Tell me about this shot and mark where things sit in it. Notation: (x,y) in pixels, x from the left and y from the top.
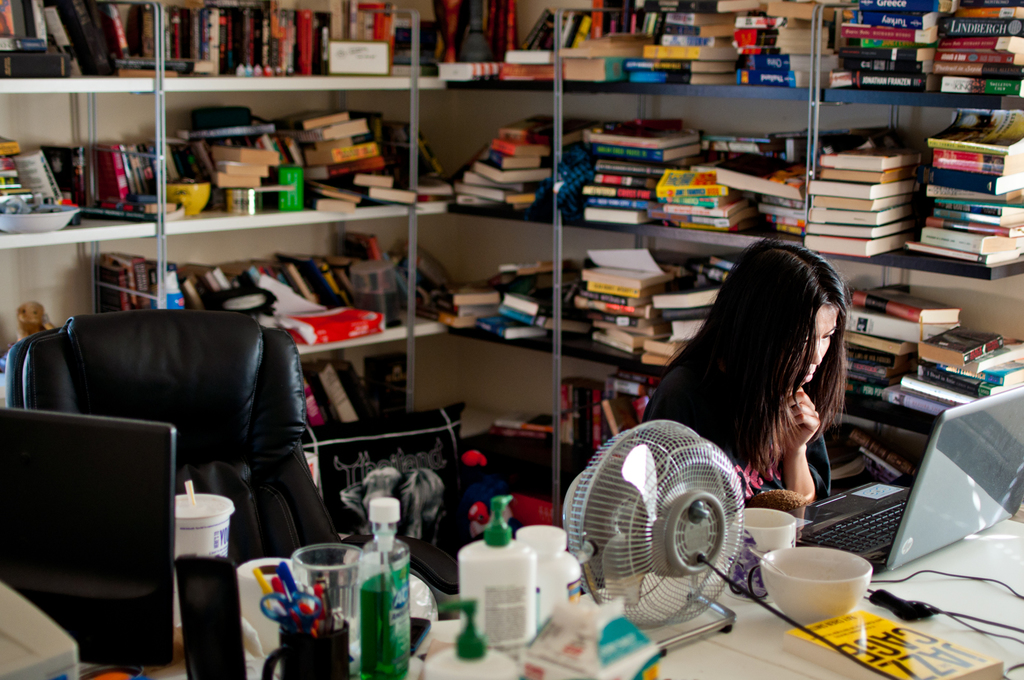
This is a room (291,264) consist of racks (684,85) and on the racks (700,90) number of books (762,156) kept on the rack (217,304) and there is a chair (231,393) and there is a table (974,585), on the table (973,605) there are number of objects (689,519) kept on the table (795,612) and in front of the table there is a woman (733,395) sitting on the chair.
